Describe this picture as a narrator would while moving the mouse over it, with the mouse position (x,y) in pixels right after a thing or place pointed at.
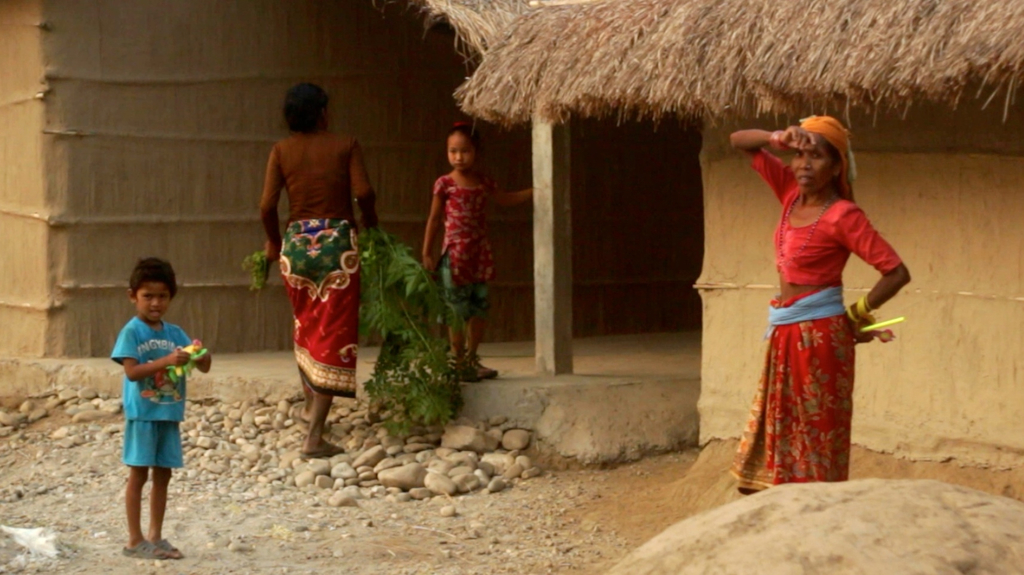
In this image we can see persons (368,200) standing on the ground (273,517) and one of them is holding a bunch of leaves (389,291) in her hands (372,222). In the background (380,164) we can see peoples (345,196), walls (207,172), stones (195,410) and sand (468,524).
